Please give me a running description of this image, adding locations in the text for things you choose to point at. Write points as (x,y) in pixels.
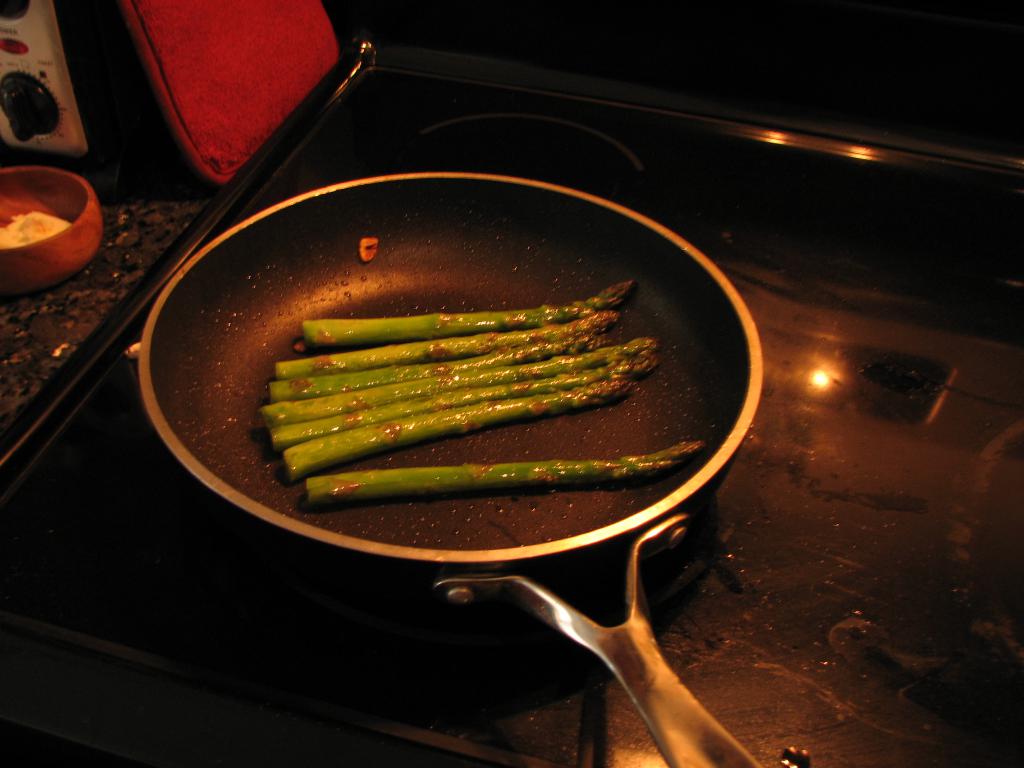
There is a pan (301,270) on the stove (261,651). On the pan (536,420) there is a food item (447,429). On the left side (61,261) there is a bowl (57,257) with some items (27,225). Also there is a device (22,77) and red color thing (201,71).
